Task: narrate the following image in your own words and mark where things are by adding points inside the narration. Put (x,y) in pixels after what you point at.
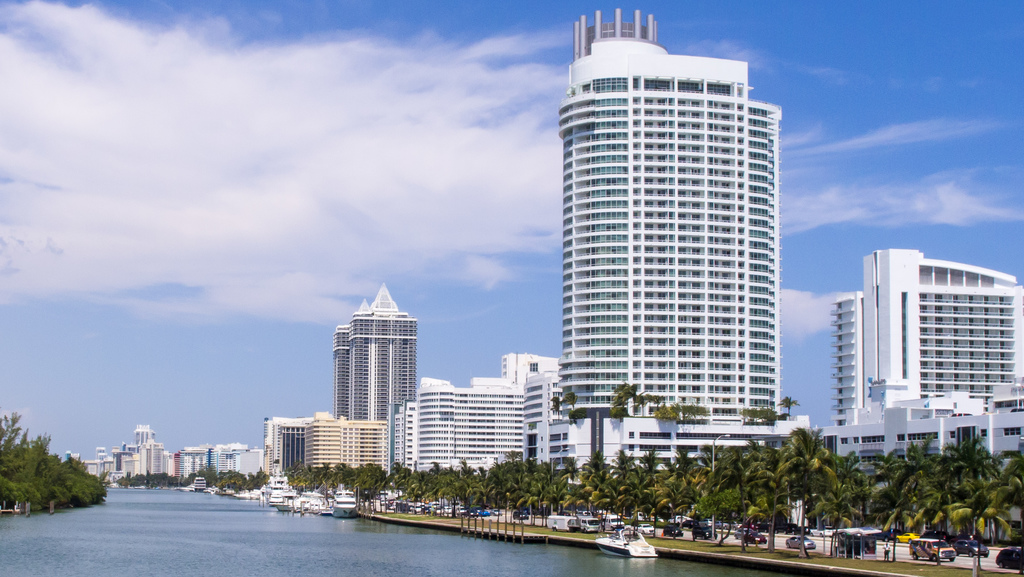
In this image in the center (669,338) there are some buildings (565,436) and trees (968,527) and there is a walkway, on the walkway (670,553) and there are some vehicles (951,546) and at the bottom (100,543) there is a river (591,552). And in the river (294,536) we could see some boats (284,501), and also there are trees (532,490). At the top (904,162) there is sky (357,183).
